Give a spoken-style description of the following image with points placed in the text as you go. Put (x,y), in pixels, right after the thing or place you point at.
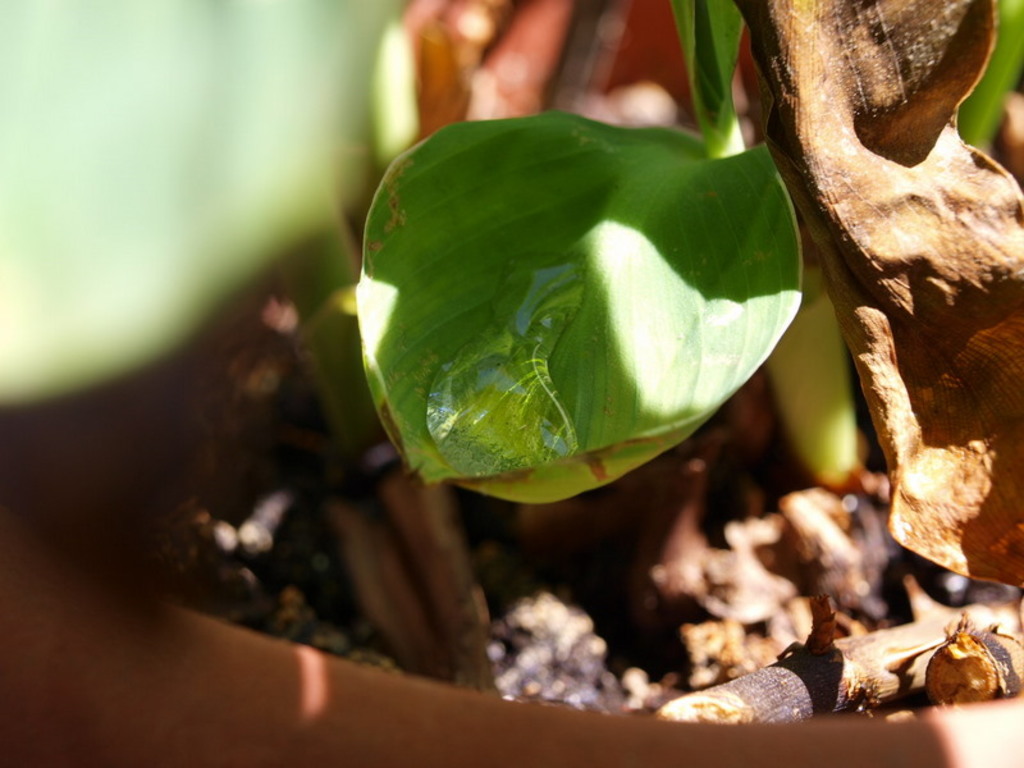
In the image there is a leaf (492,282) of a plant (598,257) and there is a water droplet (477,345) on that leaf (680,355), the climate is sunny and the background of the leaf (406,376) is blur.
